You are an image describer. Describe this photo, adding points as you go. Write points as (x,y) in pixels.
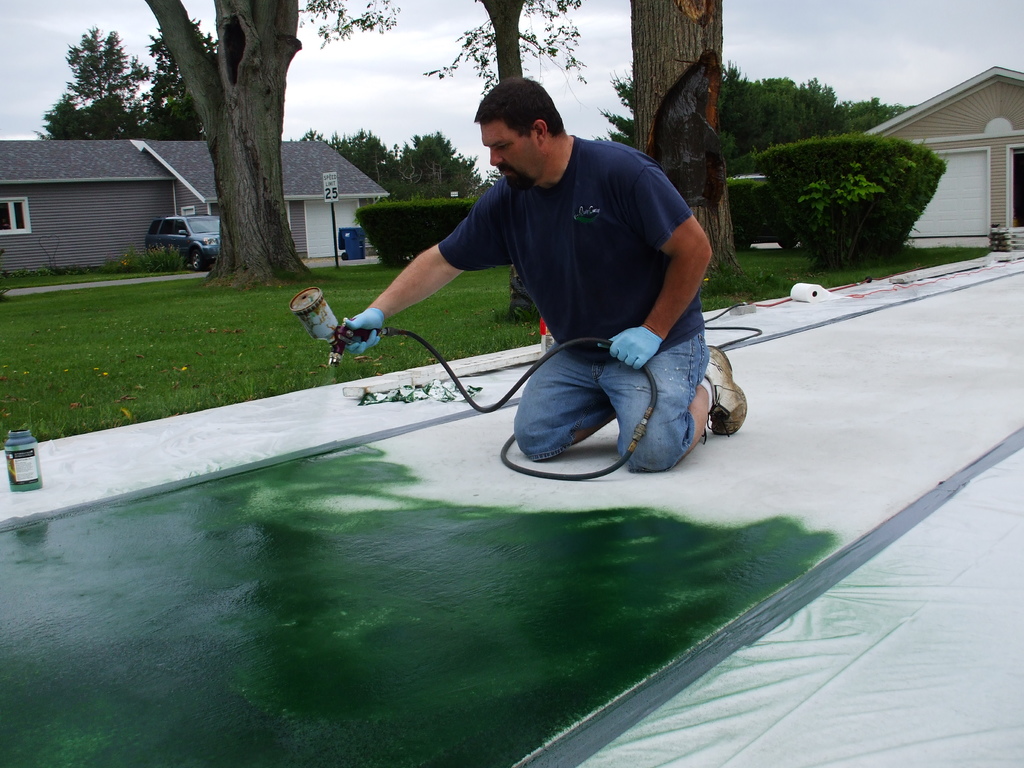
In this image I can see a man (584,345) is kneeling down on a white surface (774,436) and holding some objects (340,339) in hands (617,340). In the background (125,221) I can see houses (352,189), a car (209,248), the grass (345,268), trees (227,260) and a board (327,194). I can also see the sky (576,116) and some other objects (342,230) on the ground (146,424).
